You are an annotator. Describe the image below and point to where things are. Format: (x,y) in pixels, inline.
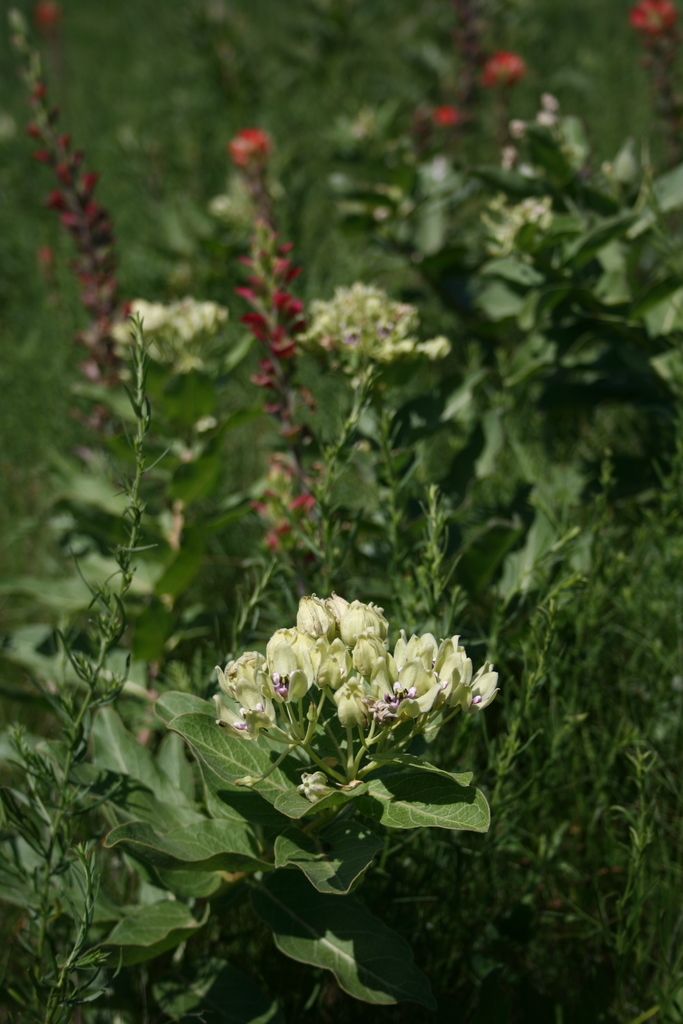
In this image there are plants (406,417) with colorful flowers (377,337).
